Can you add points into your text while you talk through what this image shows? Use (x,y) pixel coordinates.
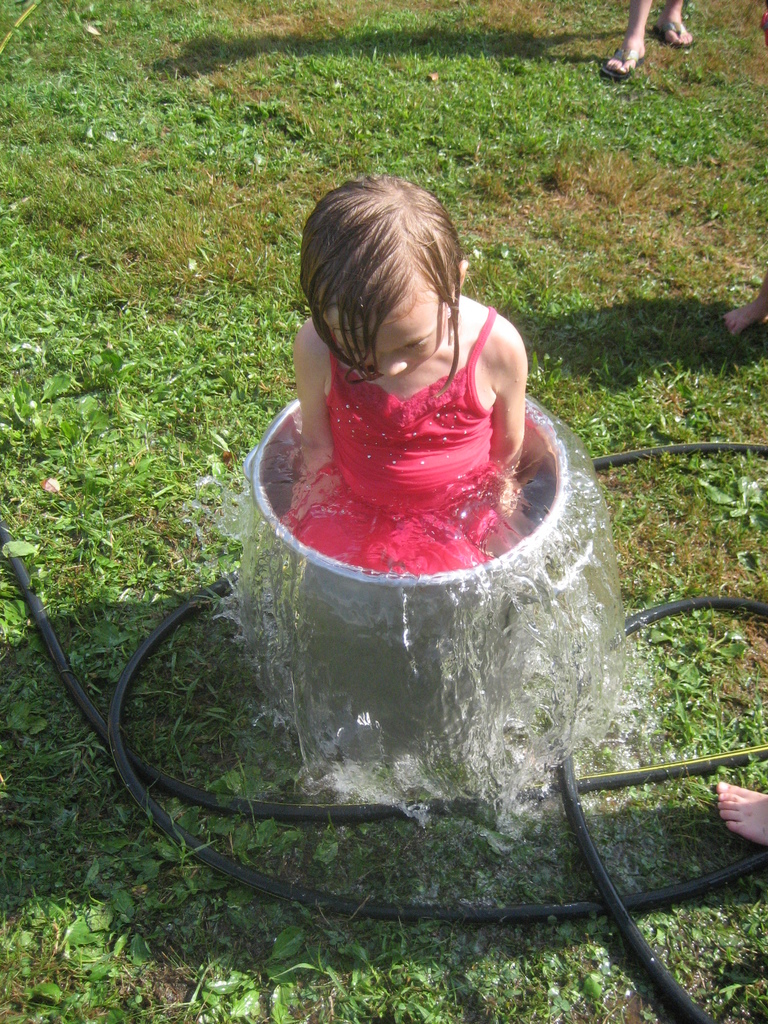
In this image I can see the person (415,191) in the bucket (421,688) and the person (390,440) is wearing red color dress (491,513). In the background (666,38) I can see the other person (624,44) standing and the grass (141,305) is in green color.
